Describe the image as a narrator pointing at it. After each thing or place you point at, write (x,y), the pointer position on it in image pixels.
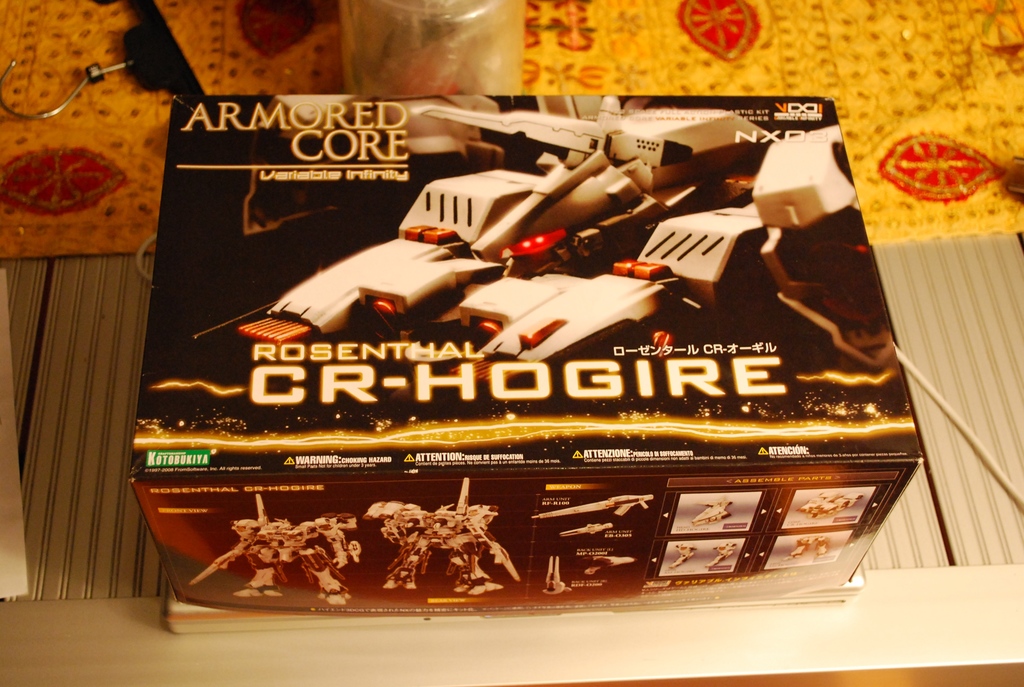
In this image I can see a black colour box (360,287) and on it I can see something is written. I can also see few pictures (526,299) on the box (568,264). On the top side of the image (336,90) I can see a yellow colour thing (65,89), a plastic box (432,32) and a cloth hanger (157,25).
